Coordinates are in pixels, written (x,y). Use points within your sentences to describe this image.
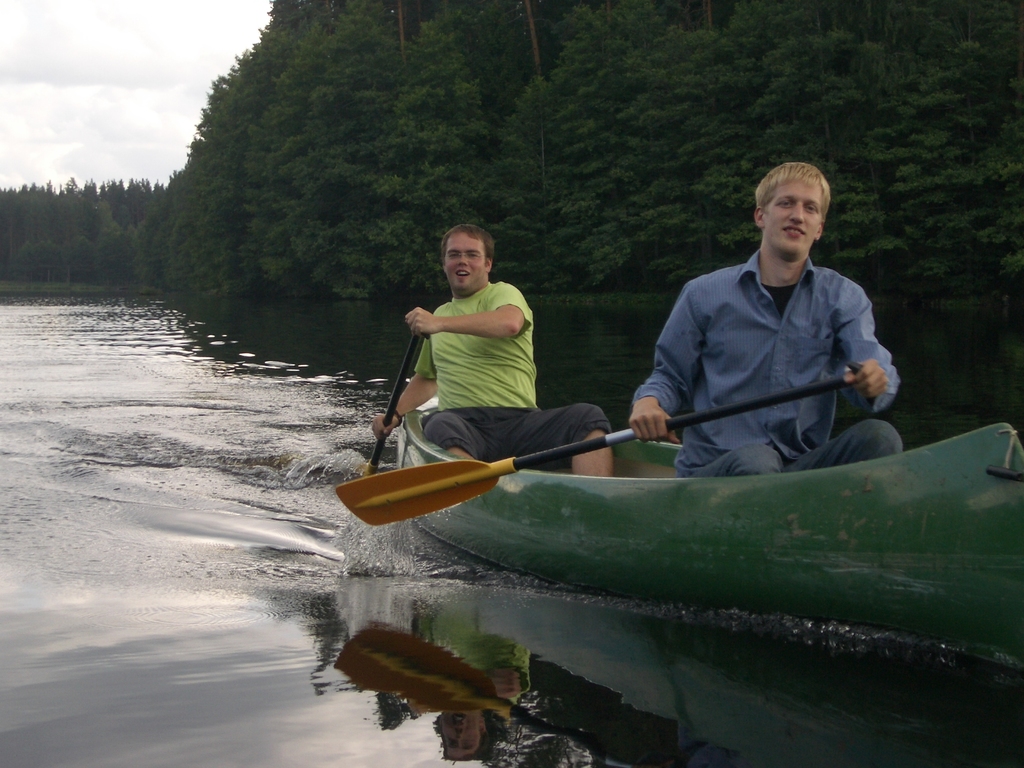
In the picture we can see water (439,609) and a boat (816,502) in it, and two persons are riding it with the sticks (412,489) and in the background (83,145) we can see trees (404,235) and sky (131,141) with clouds (140,177).
